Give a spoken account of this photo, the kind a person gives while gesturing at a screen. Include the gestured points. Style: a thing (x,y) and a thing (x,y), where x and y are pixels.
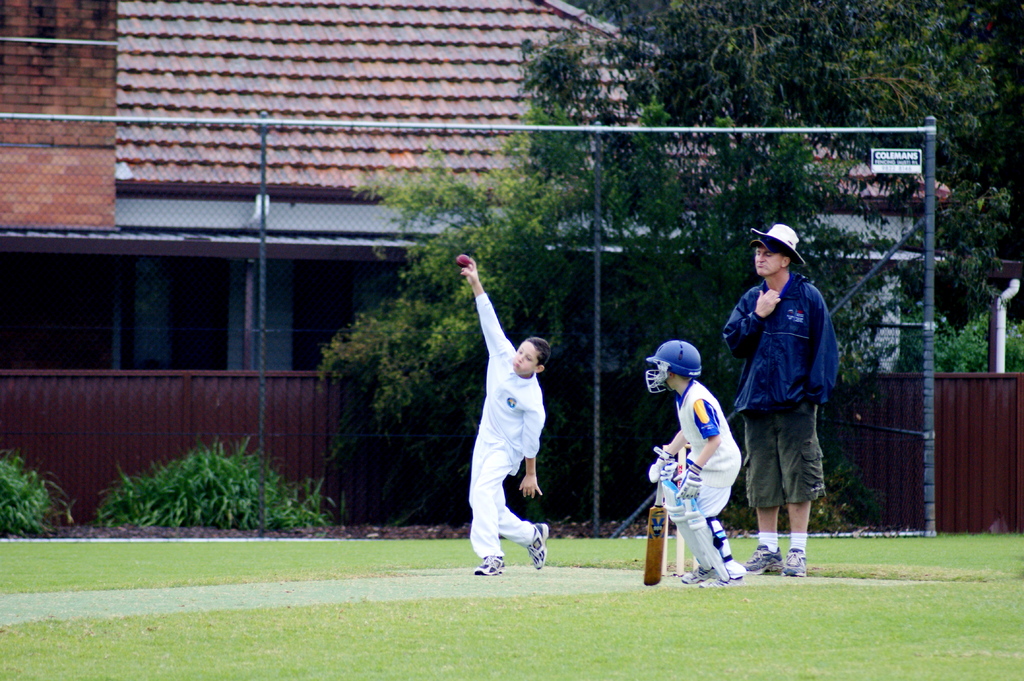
In this image, we can see some plants (284,516) and trees (805,111). There is a mesh (523,229) in front of the shelter (311,52). There are two kids (487,444) in the middle of the image (494,453) wearing clothes (493,400) and playing cricket. There is a person (812,365) on the right side of the image (829,384) standing and wearing a hat (790,247).
